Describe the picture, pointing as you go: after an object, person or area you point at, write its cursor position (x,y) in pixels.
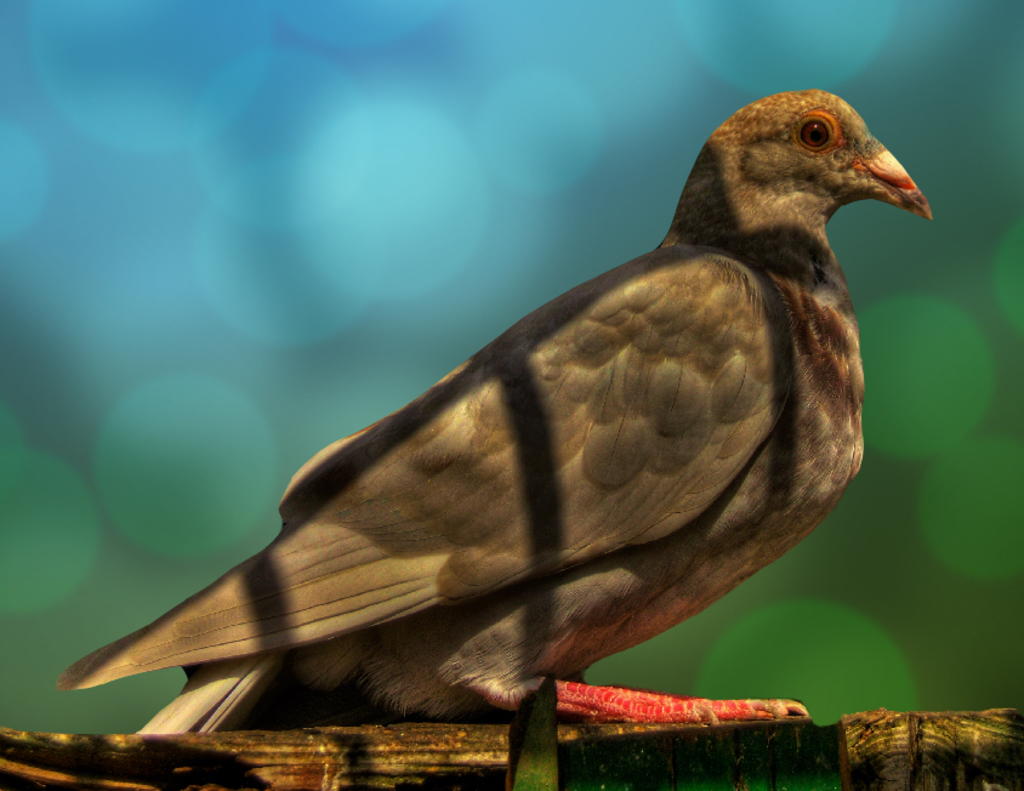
In this image I can see a bird (674,508) which is brown, black, cream, orange and red in color is on the wooden object (856,723) and I can see the blurry background (880,610) which is blue and green in color.
